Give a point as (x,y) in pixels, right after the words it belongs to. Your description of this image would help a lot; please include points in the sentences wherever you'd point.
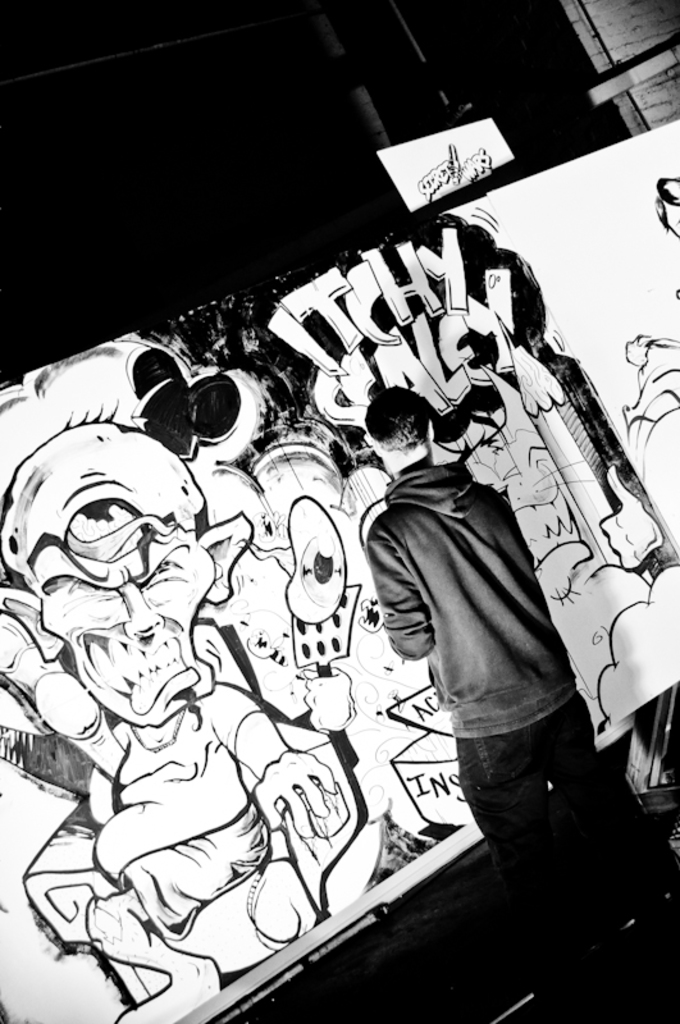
In this image I can see a man (467,628) is drawing an art (538,493) on the board (653,529). This man (566,673) wore sweater (518,675), trouser (530,757) and it is in black and white image.
